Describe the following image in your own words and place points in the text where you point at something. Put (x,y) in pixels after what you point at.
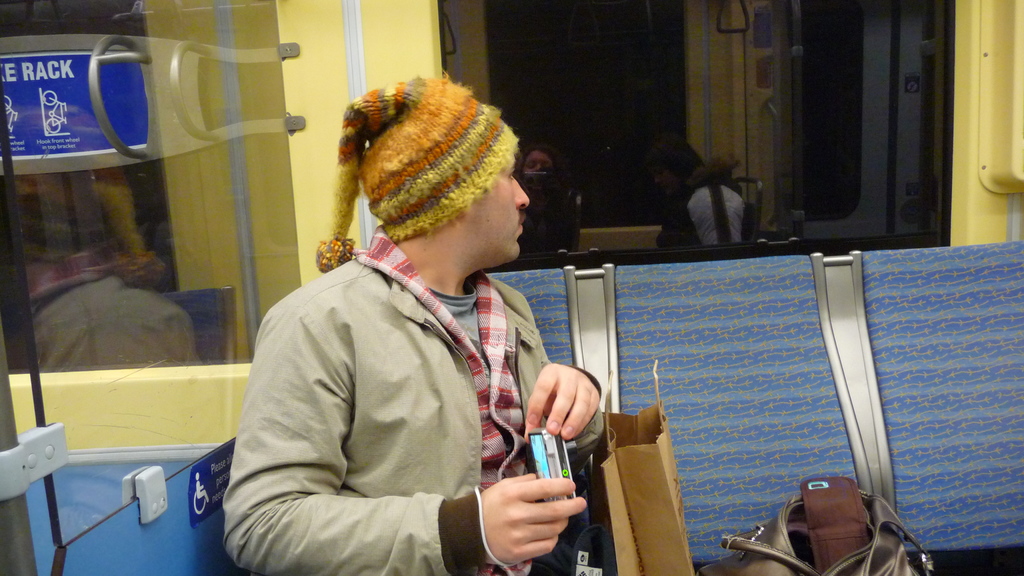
In this image there is a man (439,366) sitting on bench (718,269), in the background (91,291) there are glass doors (911,224), beside him there are bags (802,529).
